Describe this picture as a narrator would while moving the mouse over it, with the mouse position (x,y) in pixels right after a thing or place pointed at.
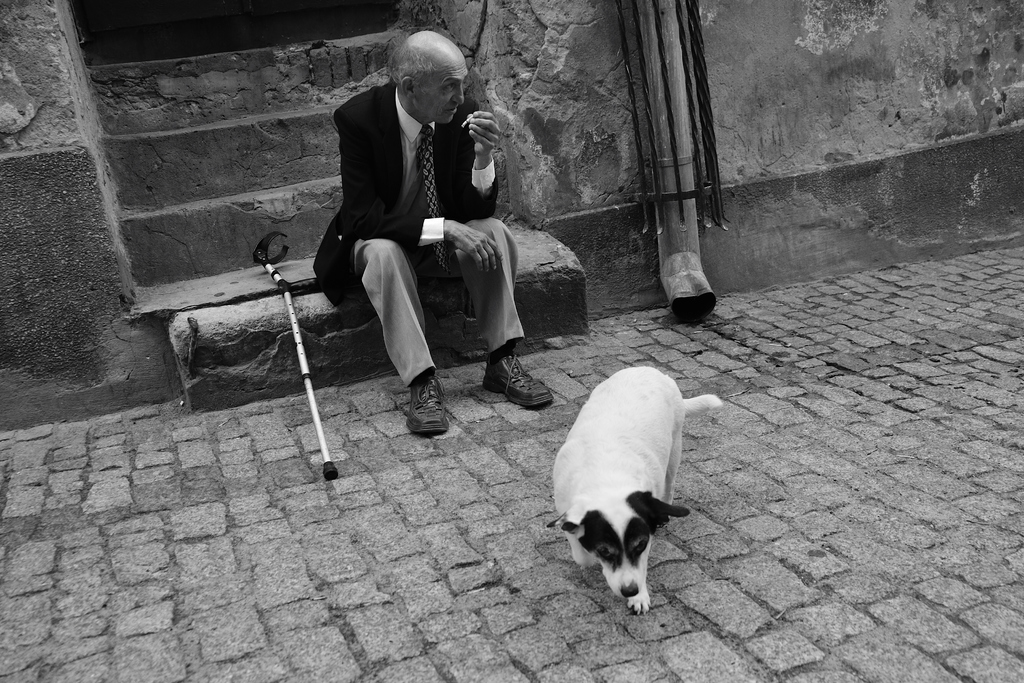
In this image I can see a person (414,80) sitting on stairs (302,262), in front of the person (403,350) I can see a dog (596,477). I can also see a stick (299,349) beside the person (320,270) and the image is in black and white.
